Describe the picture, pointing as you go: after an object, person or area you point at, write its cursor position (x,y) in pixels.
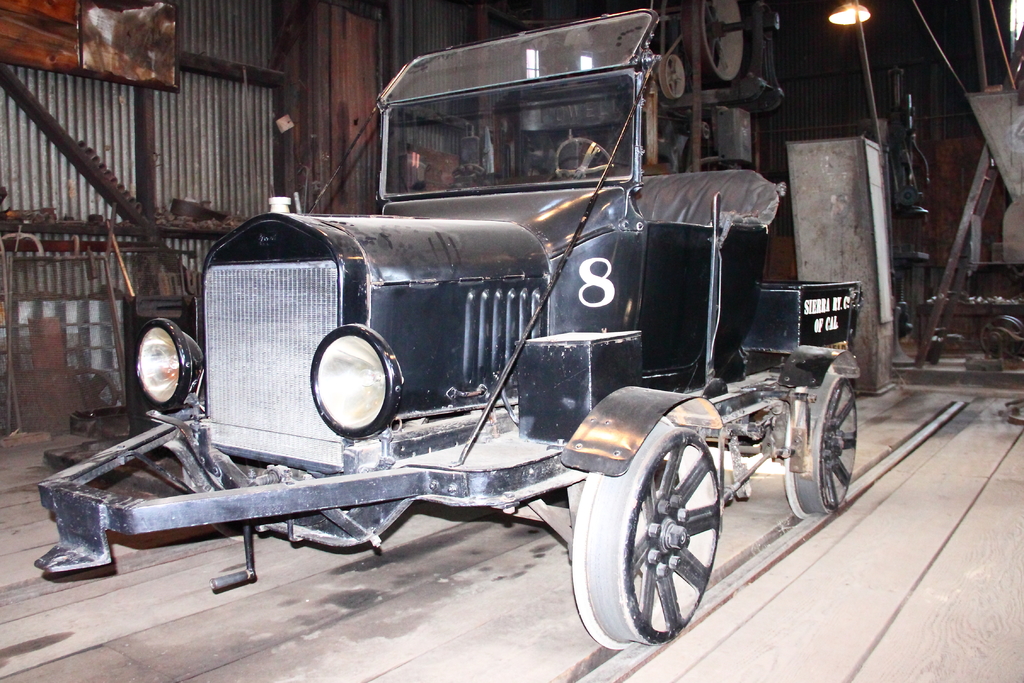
In this picture we can observe an old car (445,281) which is in black color. This car (570,310) is parked in the garage (232,99). On the left side (183,186) we can observe a wall (206,159) which is made up of steel (116,140). We can observe wooden floor (554,649). In the background (843,5) there is a light (841,20).
